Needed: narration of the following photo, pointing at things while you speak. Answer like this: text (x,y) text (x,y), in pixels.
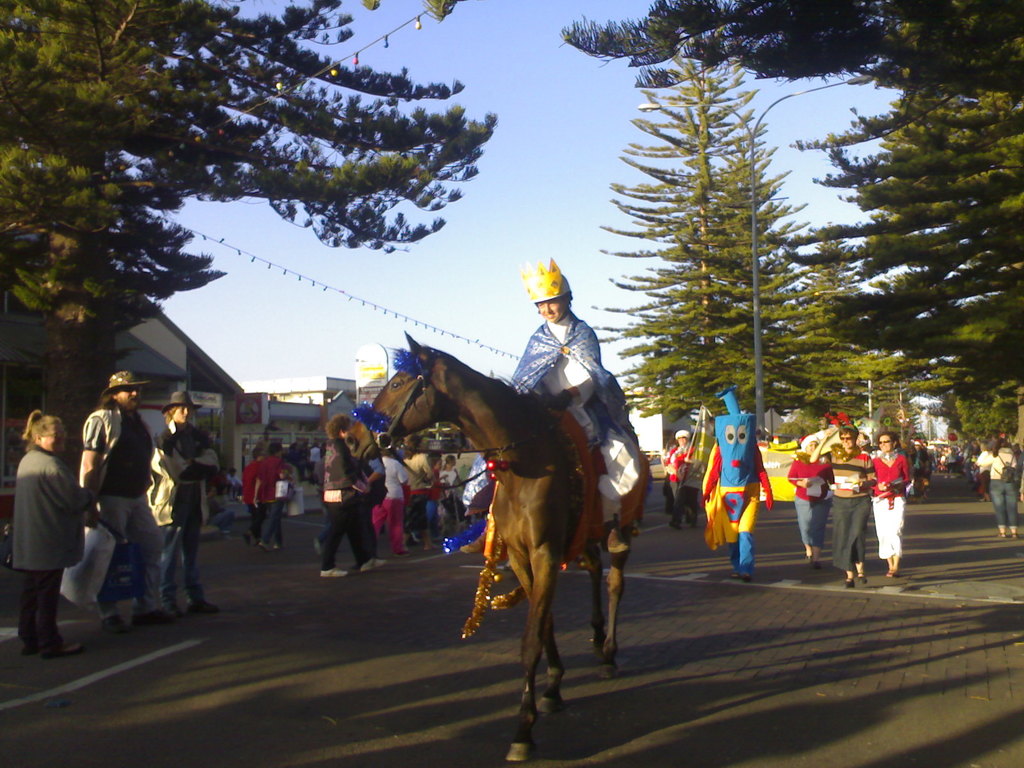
In this image we can see a few people (553,378), one of them is riding on the horse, another person (755,444) is wearing a costume (724,522), there are trees (693,345), serial lights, light poles (760,430), houses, also we can see the sky (522,131), and two persons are holding a banner (789,448).
